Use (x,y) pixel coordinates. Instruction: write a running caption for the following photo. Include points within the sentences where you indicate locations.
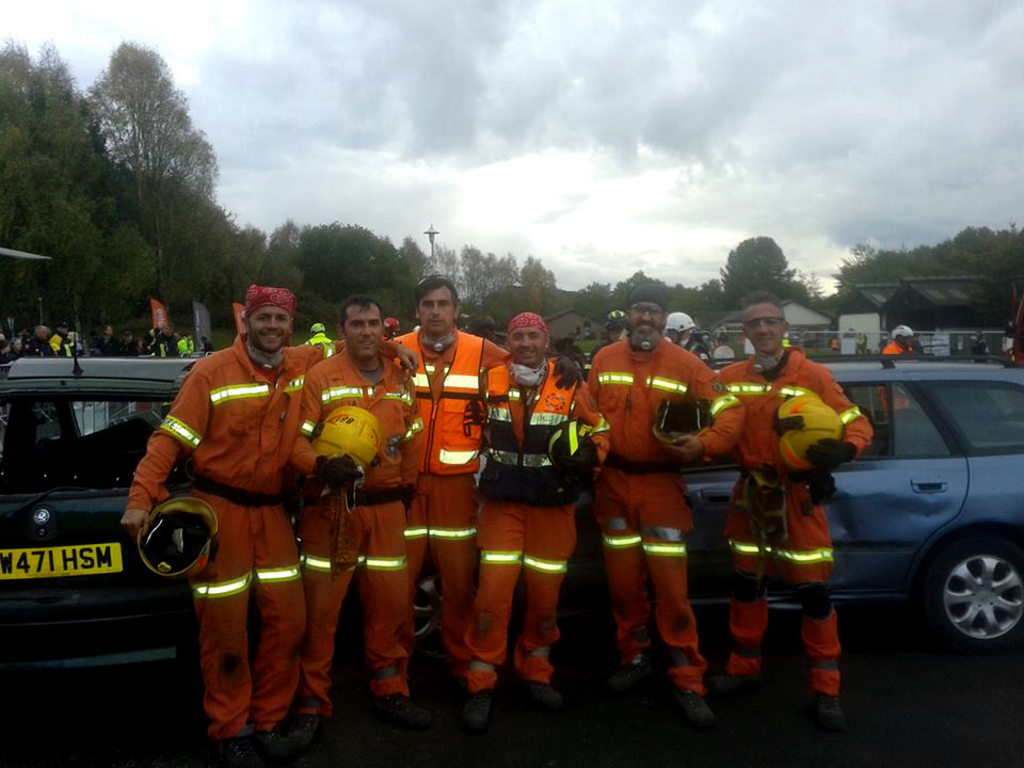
In this there are people (255,367) in the center of the image (500,401) and there are cars (1022,372) on the right (840,354) and left side of the image (95,373) and there are trees (161,163) in the center of the image (562,308).
